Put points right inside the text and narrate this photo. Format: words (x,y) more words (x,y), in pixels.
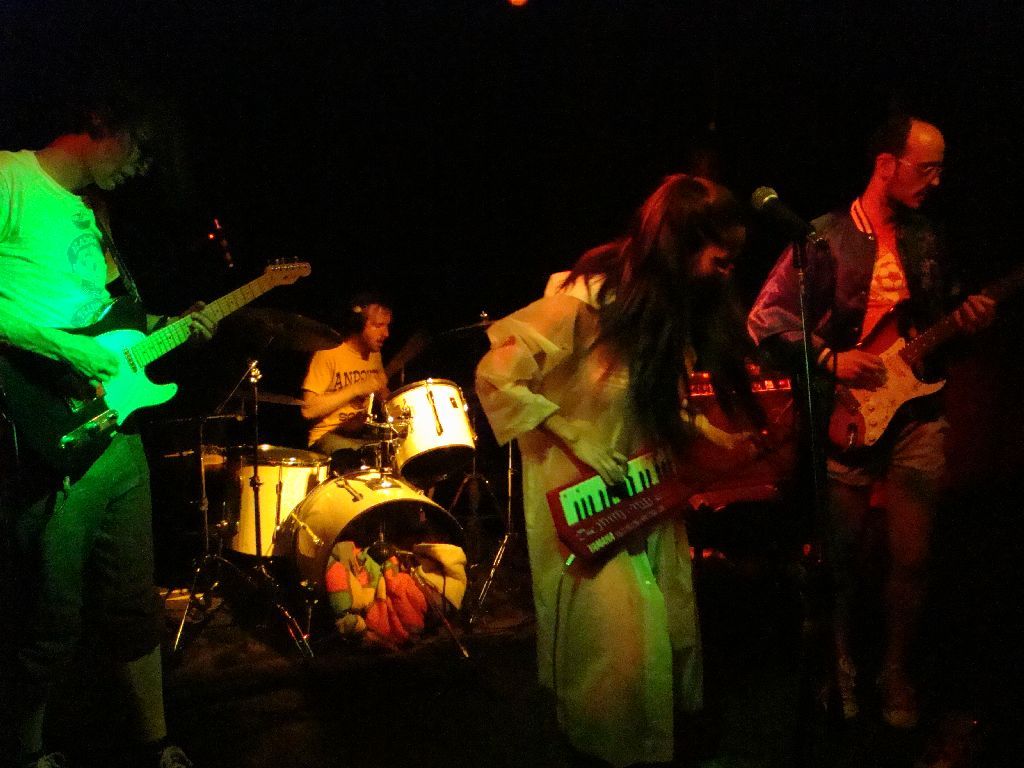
This is a dark picture where we can see four people (127,155) playing some musical instruments (372,423).
